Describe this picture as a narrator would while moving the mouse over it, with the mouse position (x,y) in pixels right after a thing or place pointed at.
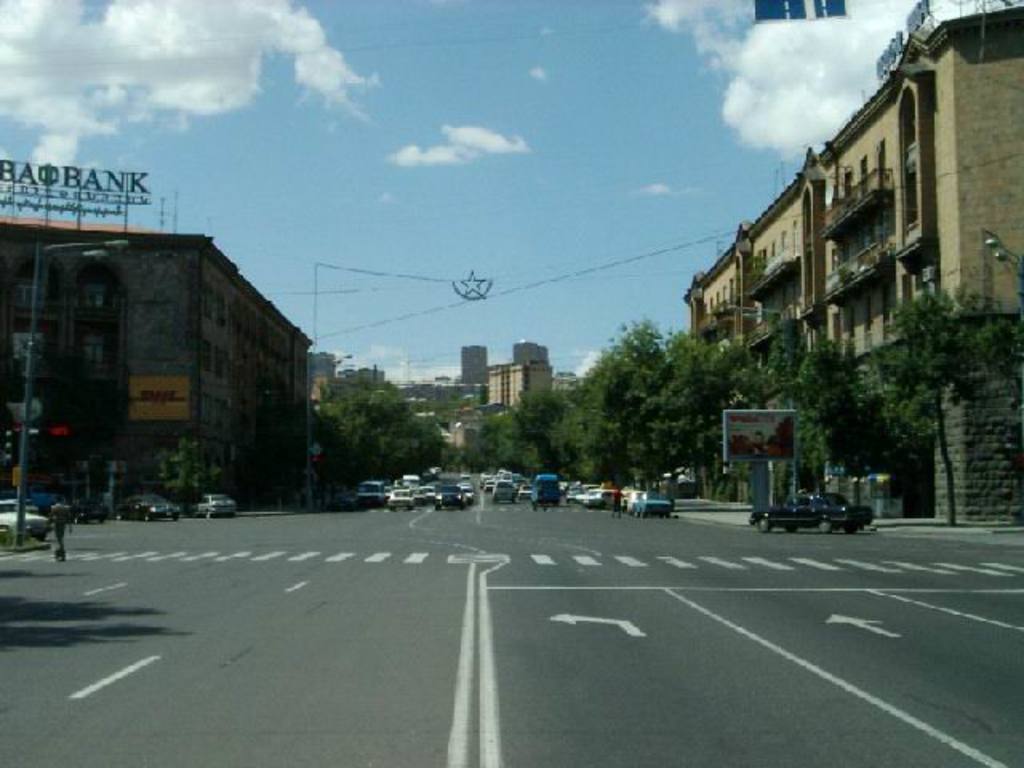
In this image we can see a group of buildings (332,372), trees (187,457) and vehicles (623,502). On the right side of the image (772,502) we can see hoarding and a street pole (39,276) with light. In front of the image we can see a person (55,558) on the road (415,587). At the top (533,177) we can see the sky (443,174).
